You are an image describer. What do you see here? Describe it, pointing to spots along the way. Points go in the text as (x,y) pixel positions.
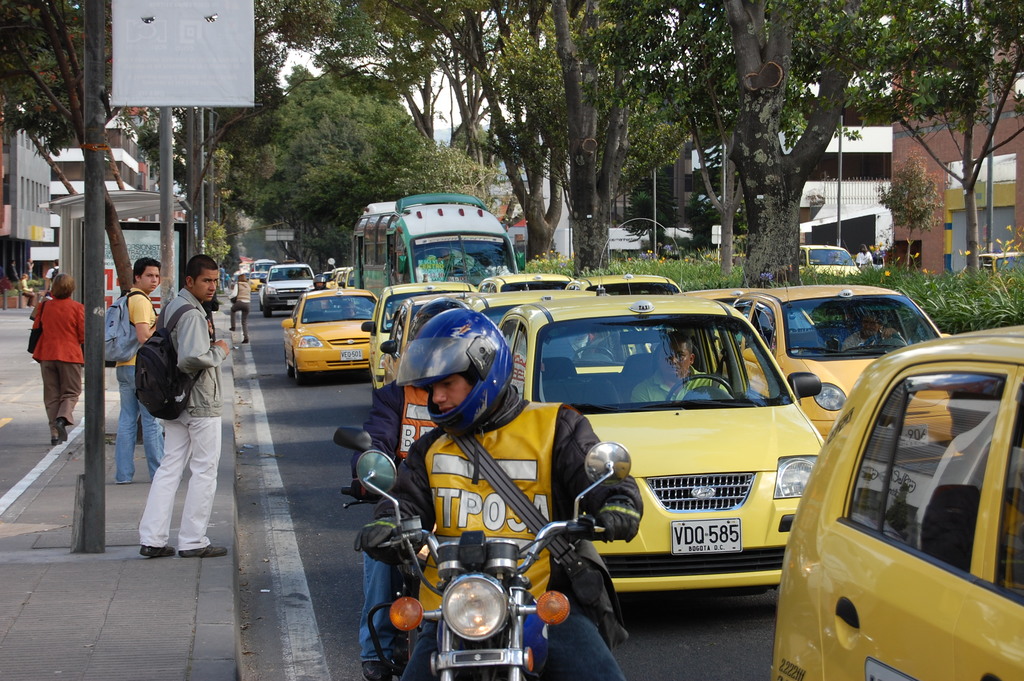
This image is clicked outside. There are trees (552,88) on the top (980,224), there is a building (951,224) in right side (895,228), there are so many cars (595,354) on the roads (684,674) most of them are in yellow color. There is a bike (396,601) in the bottom (378,468), there is a person (416,455) sitting on the bike (564,530), behind him there is also another bike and the person (398,409) sitting on that, there are three people (248,275) walking on Footpath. There are stores (3,237) in the left side (128,134) too. There is a bus (452,250) in the middle (478,277).
